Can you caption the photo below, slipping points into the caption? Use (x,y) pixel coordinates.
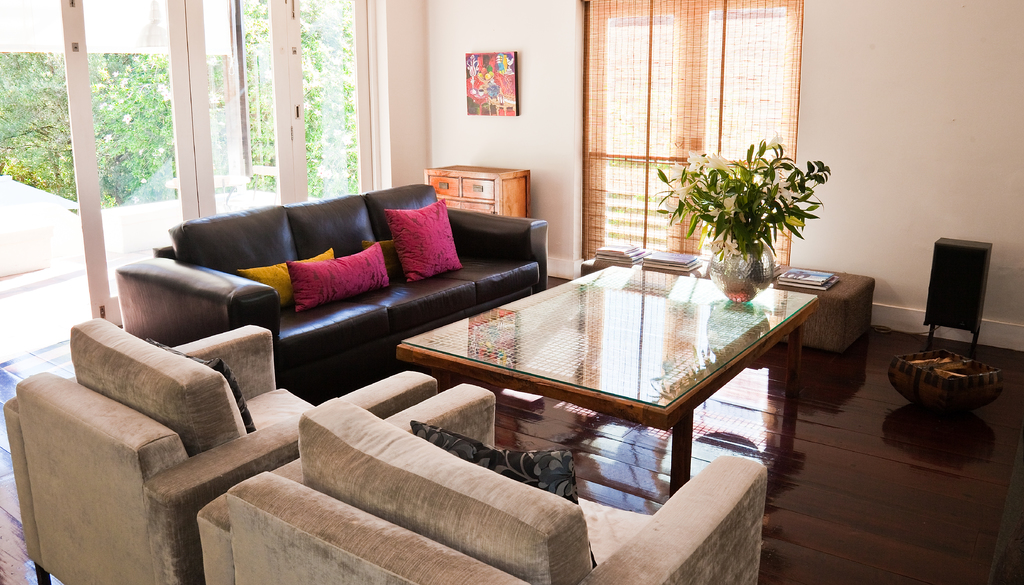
In this image we can see an inner view of a living room (559,437) containing sofas (156,313) and chairs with some cushions (344,266) on it, a plant (730,215) in a pot (737,279) which is placed on the table (682,359), a basket (989,368) and a speaker (951,314). On the backside (591,253) we can see a photo frame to a wall (498,157), a cupboard (473,193), windows (112,193), some plants (128,178) with flowers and some books (823,283) placed on a stool (843,294).
